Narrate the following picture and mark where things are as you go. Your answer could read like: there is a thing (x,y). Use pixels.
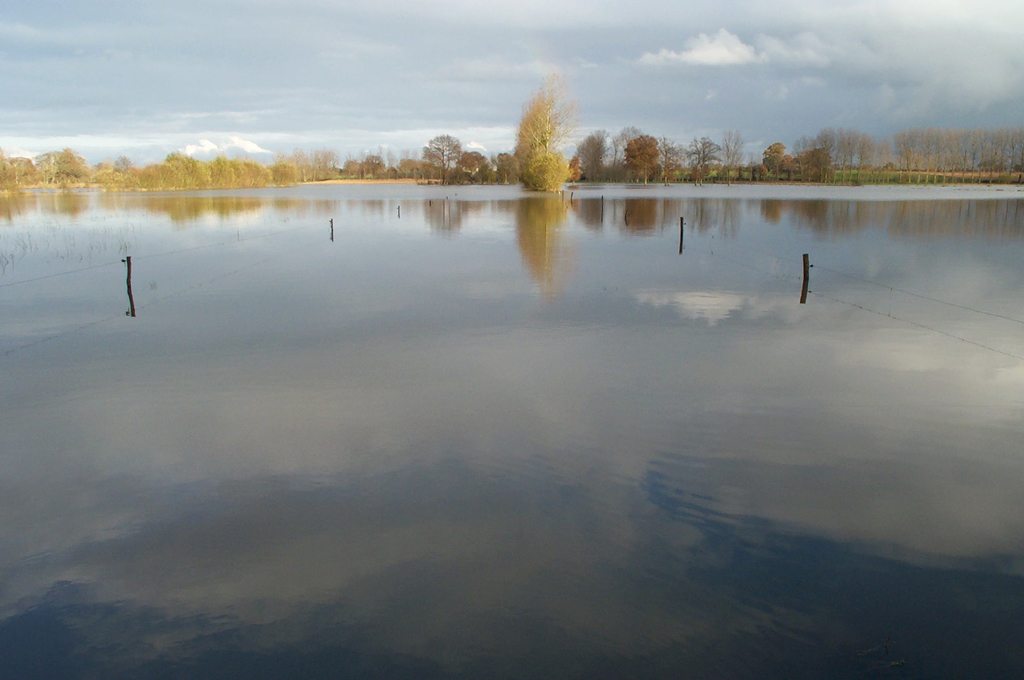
In the image we can see there is water (363,407), there are poles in the water (181,261) and wires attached to the pole (804,282). Behind there are lot of trees (553,145) and there is a cloudy sky (413,78). There is reflection (343,537) of the sky (414,44) is seen in the water (342,583).
